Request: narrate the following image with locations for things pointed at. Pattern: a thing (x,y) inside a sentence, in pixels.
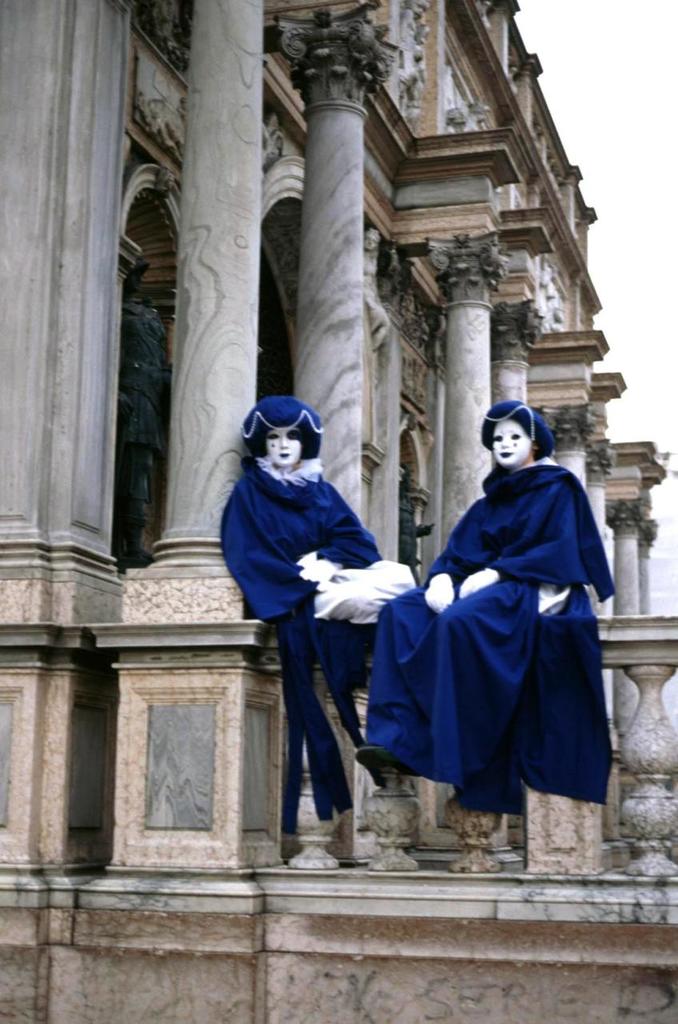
In this picture I can see couple of them are wearing fancy dress (450,573) and they are sitting on the wall (145,777) and I can see building (387,24) and I can see sky (599,119).
